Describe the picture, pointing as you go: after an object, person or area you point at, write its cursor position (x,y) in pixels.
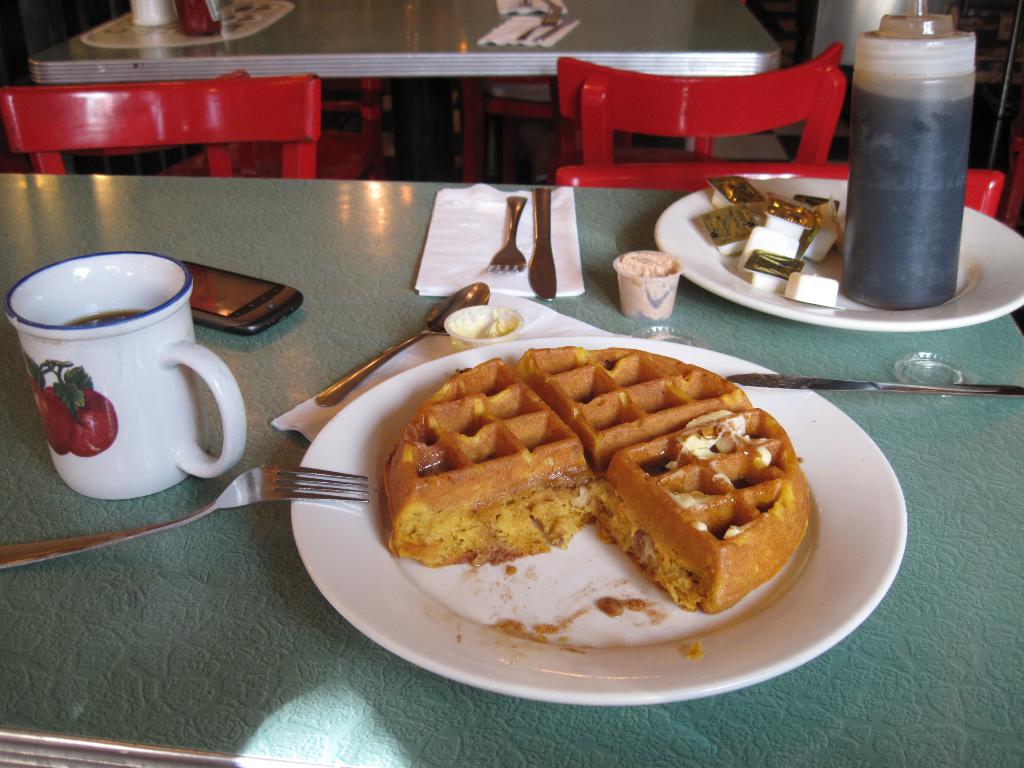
In this picture we can see the platform (235,690), on this platform (203,648) we can see a mobile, plates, cup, bottle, spoon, forks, knives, food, tissue papers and in the background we can see a table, chairs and some objects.
